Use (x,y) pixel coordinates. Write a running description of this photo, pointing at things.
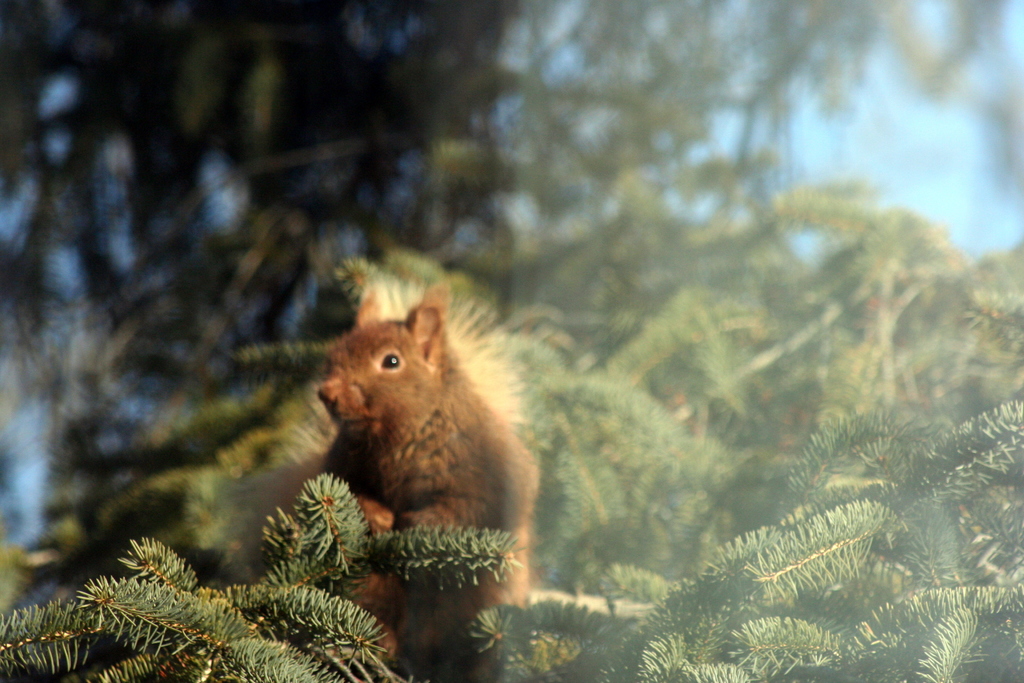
In this image I can see number of trees (619,391) and in the front (381,388) I can see a brown coloured squirrel (345,405). I can also see the sky (1003,206) in the background (727,31) and I can see this image is little bit blurry.
